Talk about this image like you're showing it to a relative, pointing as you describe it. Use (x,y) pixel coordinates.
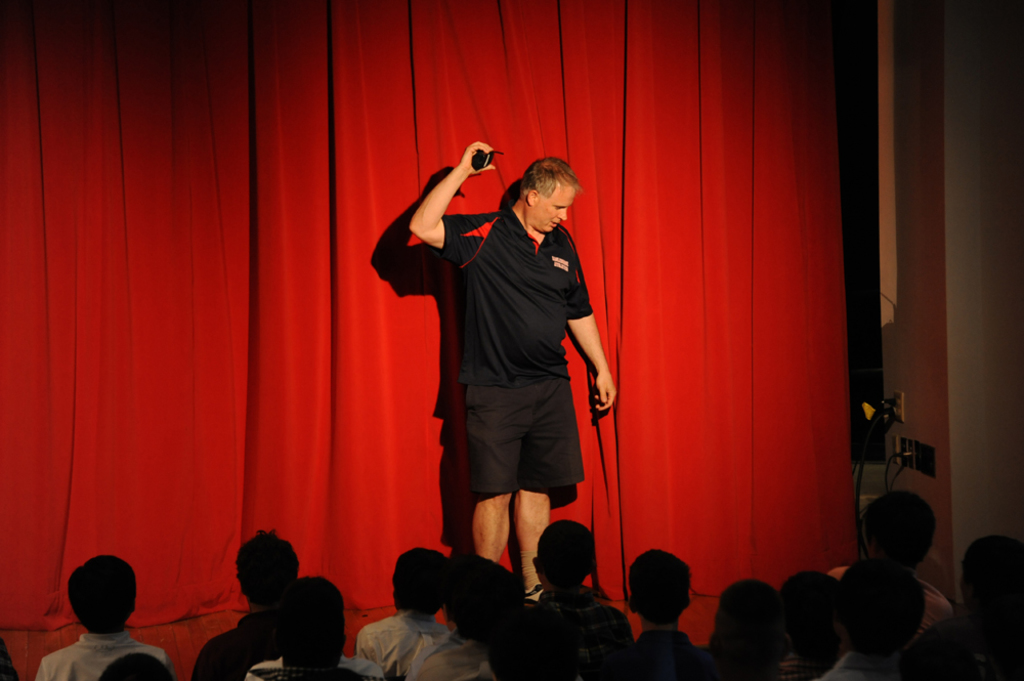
At the bottom of the image (677,672) we can see a few people (813,599). In the center of the image (558,417) we can see, one person (529,449) is standing and he is holding some object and he is wearing a black color t shirt (517,300). In the background (95,185) there is a wall (972,199), red curtain (416,157), wires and a few other objects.
